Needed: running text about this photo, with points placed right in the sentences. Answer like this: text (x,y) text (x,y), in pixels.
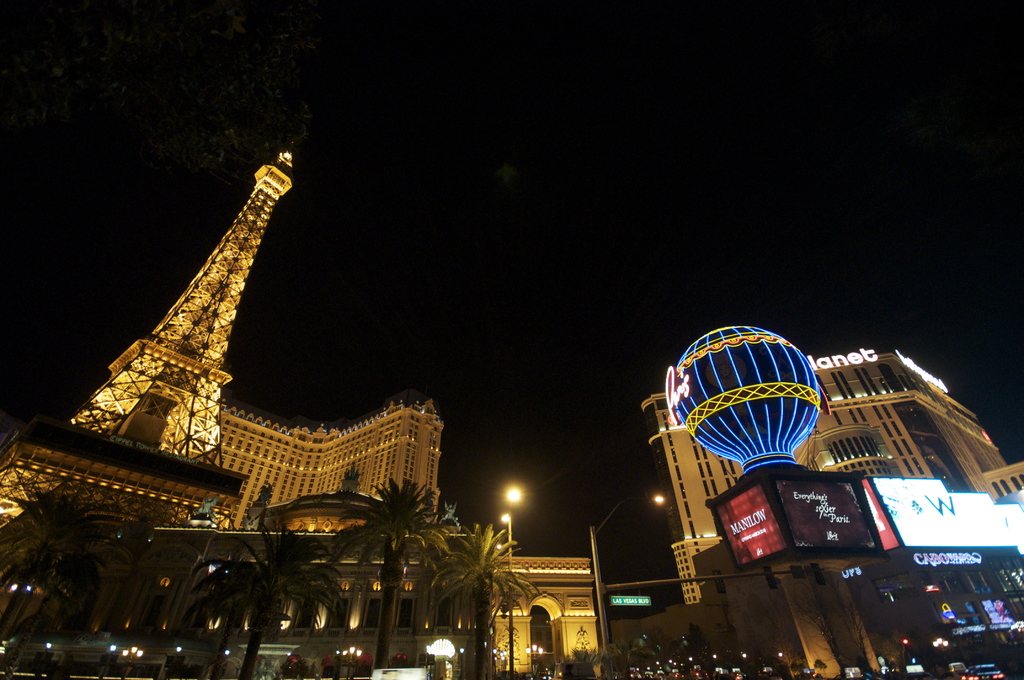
In this image there are few buildings (350,604), trees (304,604), vehicles (733,676) on the road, lights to the poles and a traffic signal (598,569).
